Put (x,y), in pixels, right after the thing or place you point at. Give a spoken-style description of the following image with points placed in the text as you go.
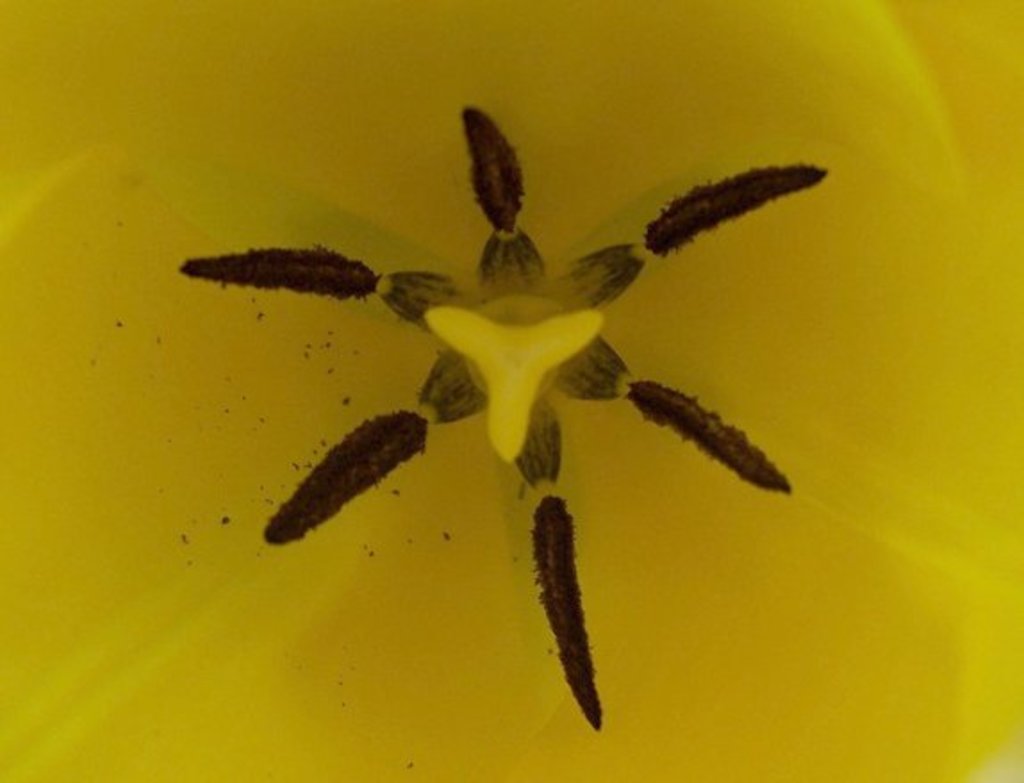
As we can see in the image there is a yellow color flower (442,447).
